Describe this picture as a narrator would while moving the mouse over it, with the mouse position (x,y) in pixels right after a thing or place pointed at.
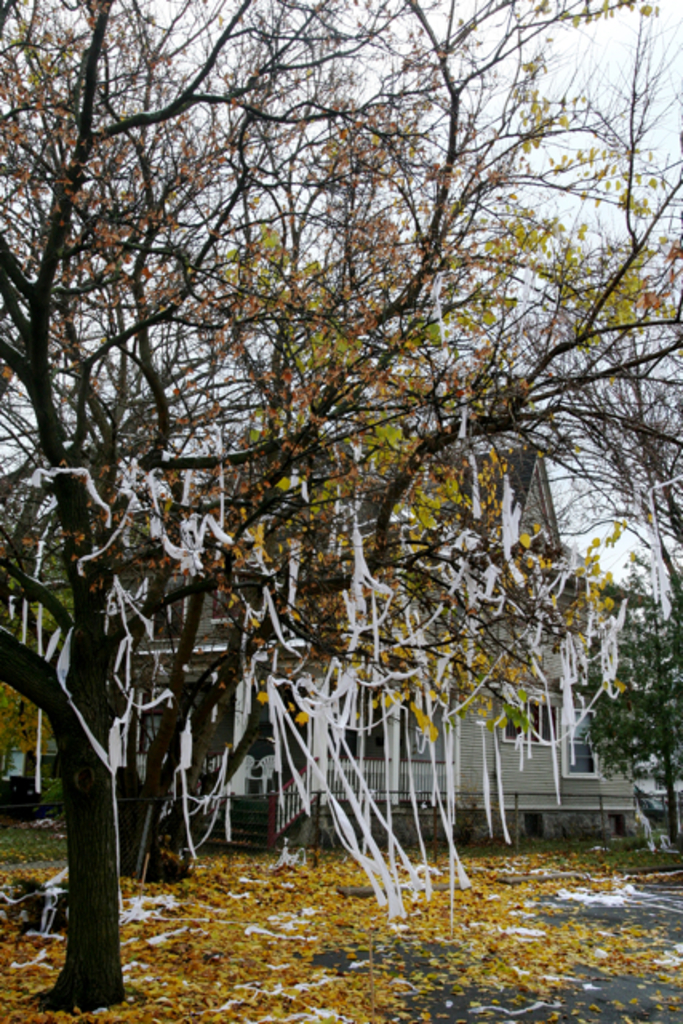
In this image I can see a tree (246,334) in brown color, building (625,782) in gray color. I can also see few white color ribbons (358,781) hanged to the tree (479,101) and sky (454,70) in white color.
